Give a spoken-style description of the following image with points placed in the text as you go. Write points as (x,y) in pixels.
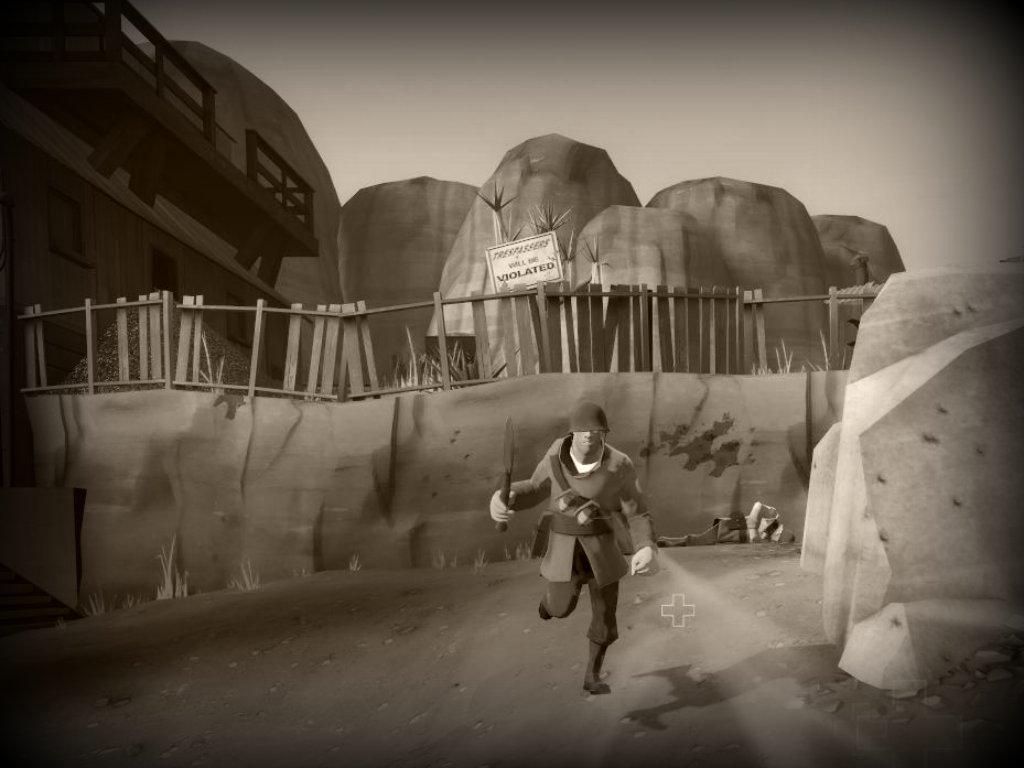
In this image we can see the black and white animated picture. In the picture there are wooden fence (714,341), name board (537,273), sky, rocks (656,261) and person (590,633) on the road (644,642) holding knife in his hands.
